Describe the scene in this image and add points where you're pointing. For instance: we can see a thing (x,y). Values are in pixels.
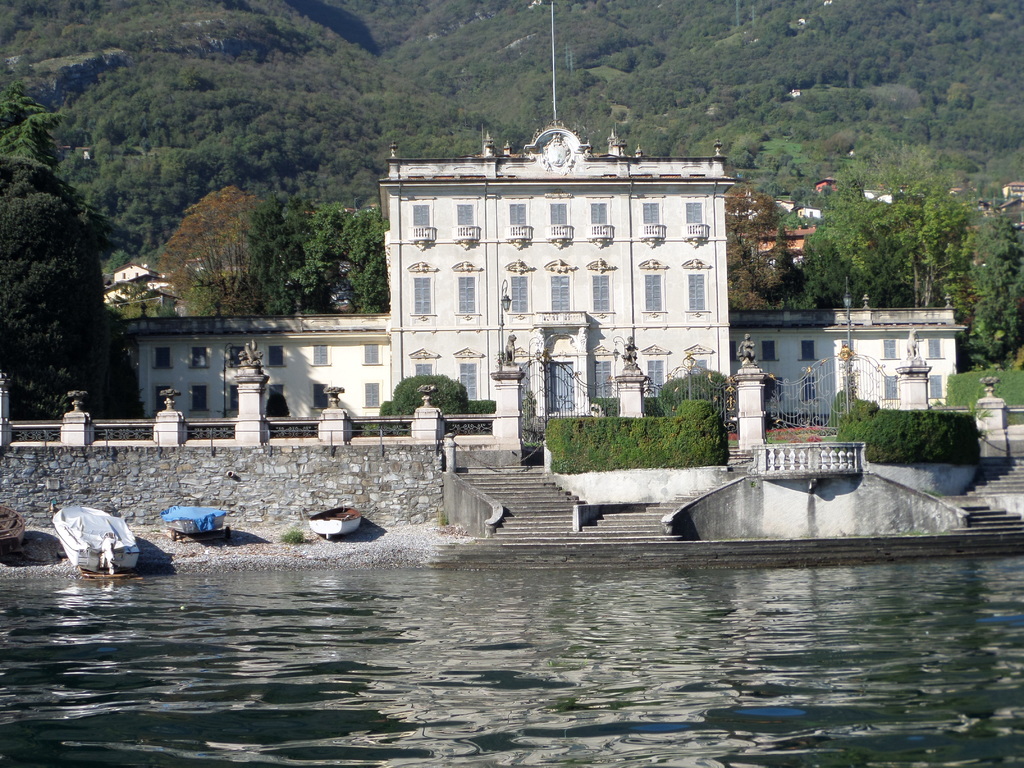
At the bottom of the image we can see water (390,767). Behind the water (418,573) we can see some boats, plants (965,420) and fencing (4,427). Behind the fencing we can see some plants (934,416), trees (59,338) and building (475,178). At the top of the image (364,122) we can see a hill (908,20).
